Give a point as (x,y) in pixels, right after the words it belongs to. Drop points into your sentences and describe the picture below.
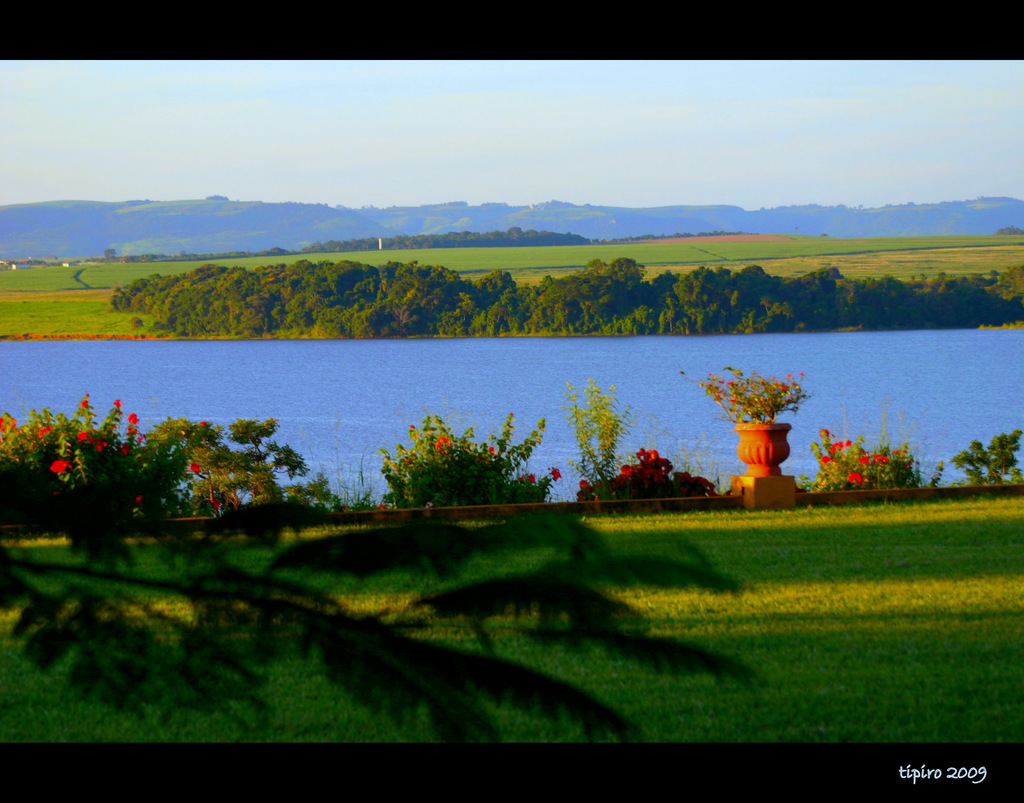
In this picture we can see grass (578,662), few plants (270,445) and flowers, in the background (450,349) we can see water (258,358), few trees (418,313) and hills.
